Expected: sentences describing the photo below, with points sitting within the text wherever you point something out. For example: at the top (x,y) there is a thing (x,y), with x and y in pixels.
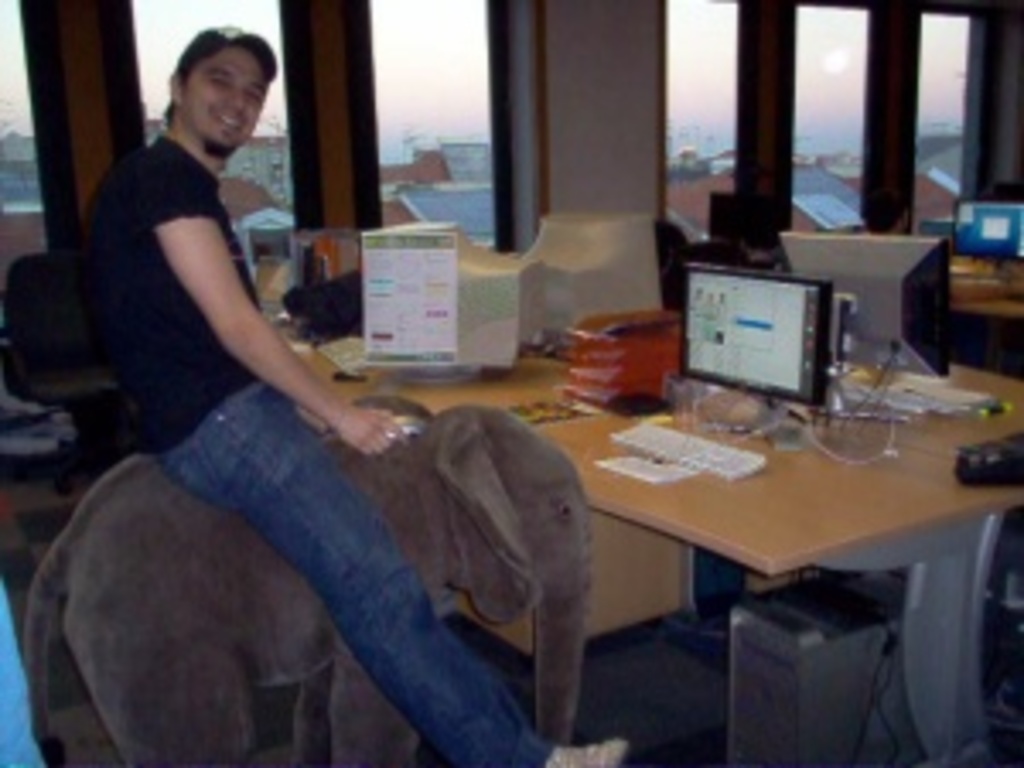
Here is a man (198,249) who is sitting on the elephant doll (561,716) and there is a table (495,389) in front of him with few monitors (455,293) on it. The person (170,346) is wearing black shirt (200,351) and blue jeans (271,457). There is a chair (96,364) beside him and in the background (458,174) there are windows (483,98) and others building (461,160) and sky (718,103).
